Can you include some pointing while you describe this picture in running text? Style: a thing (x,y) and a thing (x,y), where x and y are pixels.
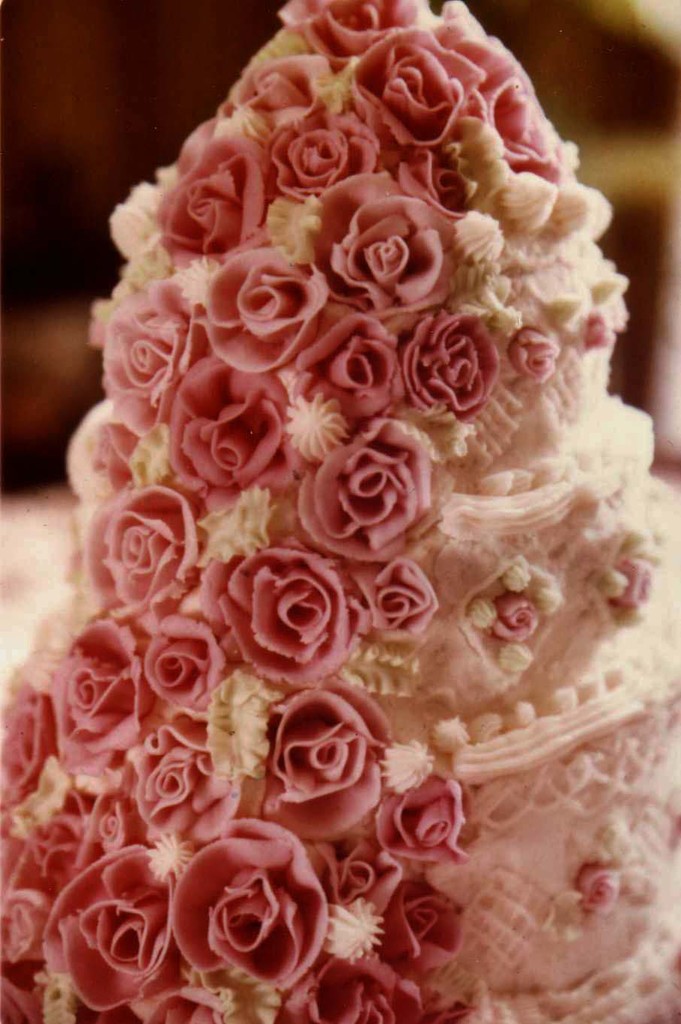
As we can see in the image in the front (517,707) there is a white color cake (559,638). On cake (454,385) there are pink color flowers (312,472) and the background (106,42) is blurred.
